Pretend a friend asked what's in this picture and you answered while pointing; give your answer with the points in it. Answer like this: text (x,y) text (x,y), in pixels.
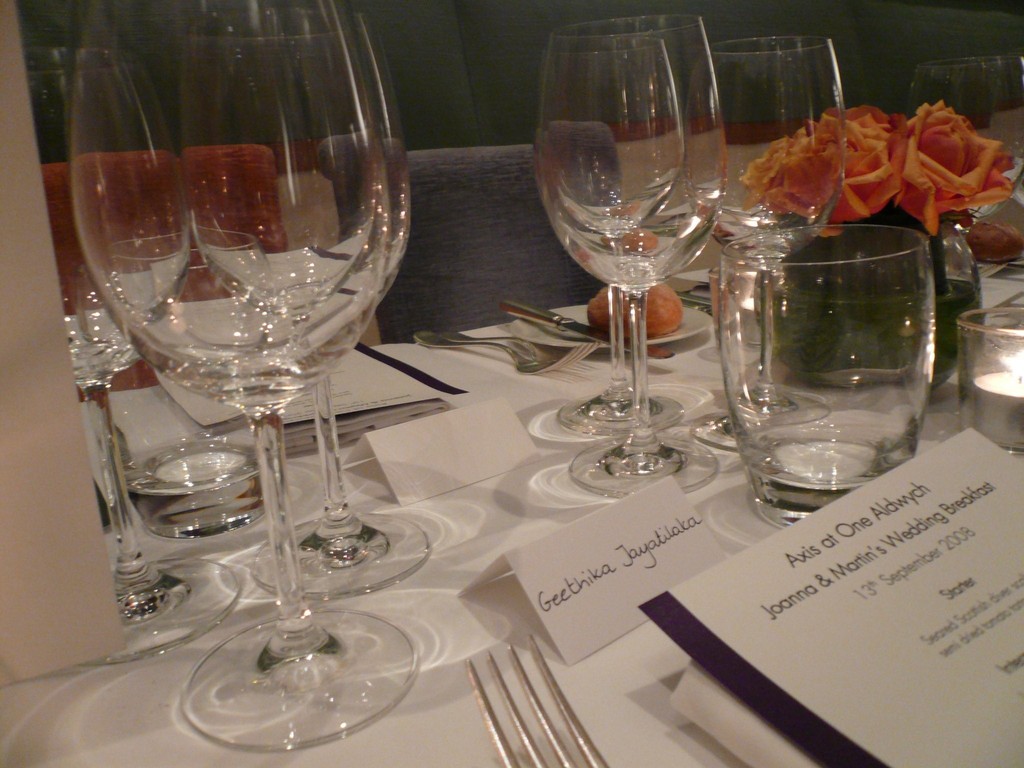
This picture consists of table (596,371), on table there are glass (761,243), flower pot (946,240), flowers (953,190), papers (600,534), spoons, forks (490,346) and at the bottom (994,609) there is a text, in front of table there are two chairs (512,216).
